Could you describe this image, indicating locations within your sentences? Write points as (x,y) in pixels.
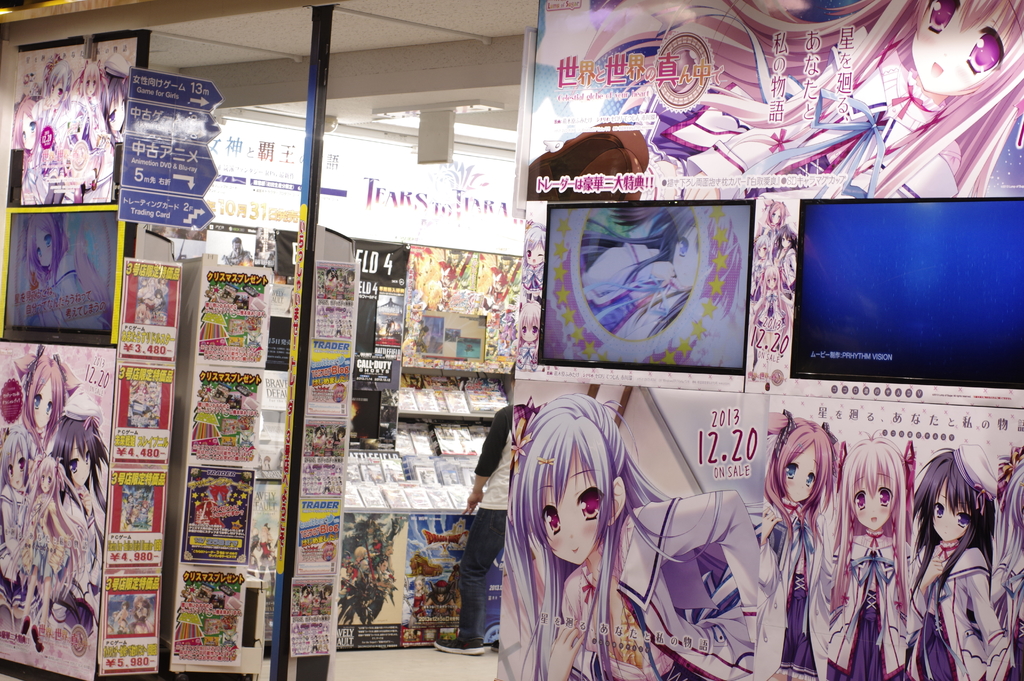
In this image there are posters (817,443), on that posters (789,137) there are cartoon pictures (64,538), in the background (487,420) there is a rack (484,416), in that rack (373,507) there are books (452,442) and a man (482,539) standing near a rack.
